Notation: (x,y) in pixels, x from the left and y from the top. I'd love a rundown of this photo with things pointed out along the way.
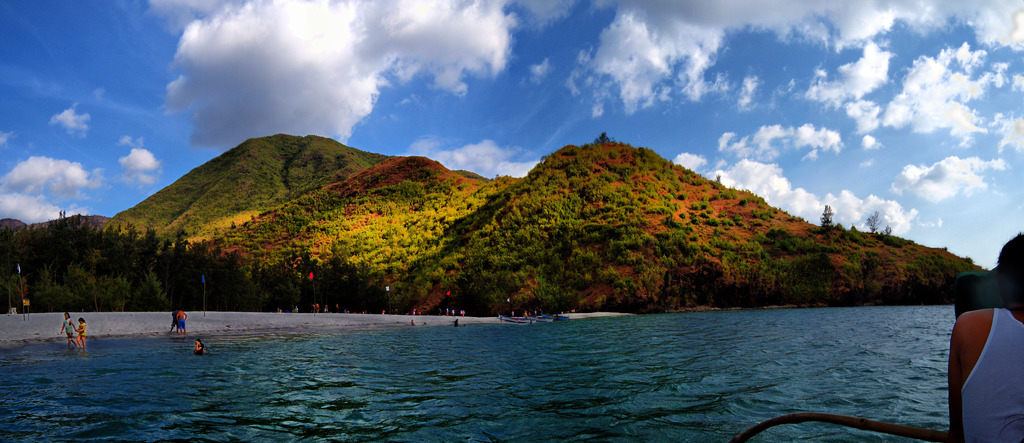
In this image I can see water (407,342), number of trees (104,286), number of flags (313,276), clouds (965,113), the sky (400,146) and number of people (972,433).
